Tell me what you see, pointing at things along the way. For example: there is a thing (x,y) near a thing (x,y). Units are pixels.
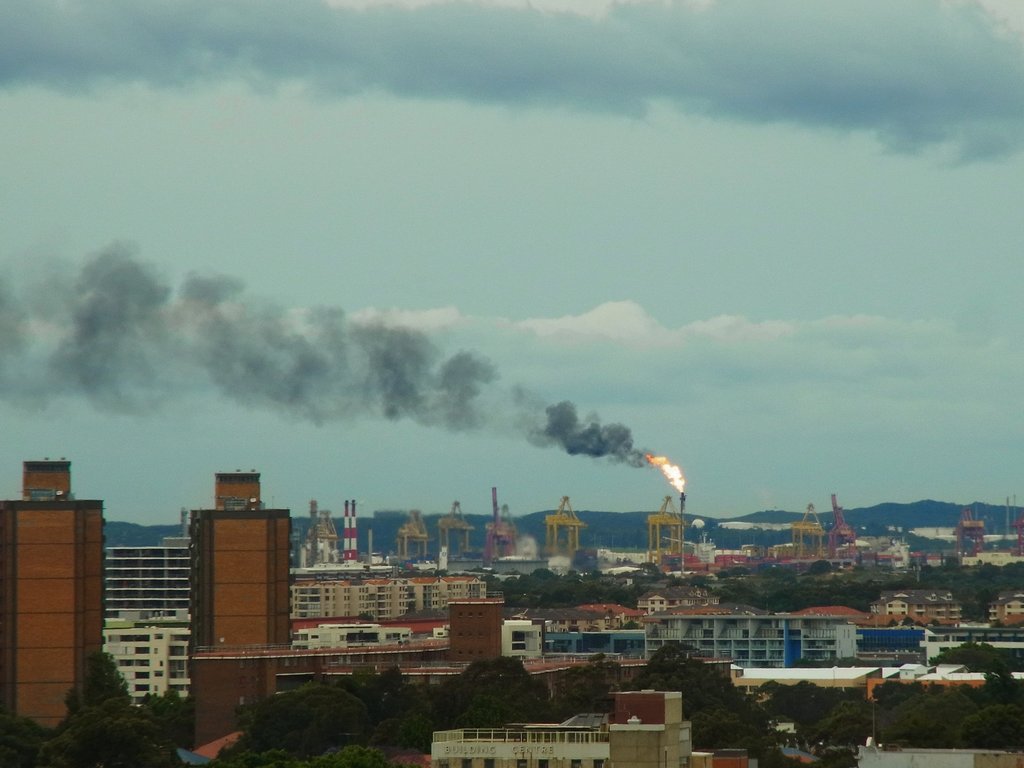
In this image we can see many buildings (597,615), trees (683,665), some towers (575,528) and also the hills (602,528). We can also see the flame (651,457) and also the smoke (277,348) from a tower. In the background (527,260) there is sky (614,134) with the clouds (600,340).
